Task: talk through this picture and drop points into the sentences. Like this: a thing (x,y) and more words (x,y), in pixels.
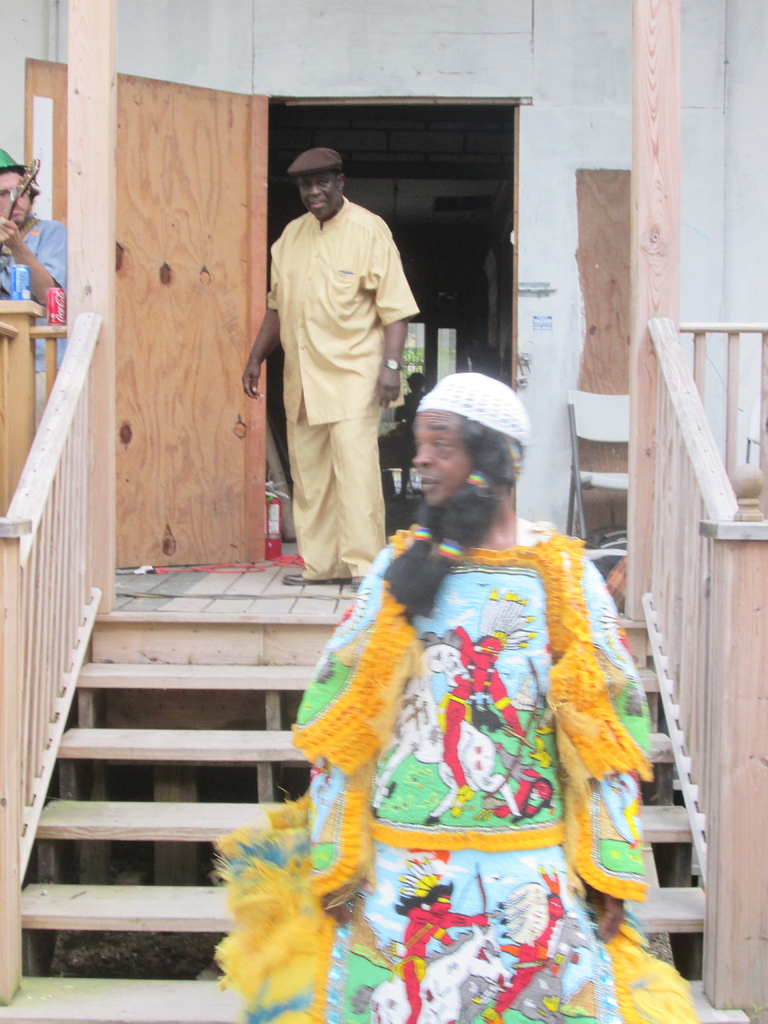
In this picture we can see three persons (322,841) here, there are stairs (173,802) here, in the background (430,7) there is a wall (472,10), we can see a door (218,263) here, this person (435,621) wore a cap (487,398).
